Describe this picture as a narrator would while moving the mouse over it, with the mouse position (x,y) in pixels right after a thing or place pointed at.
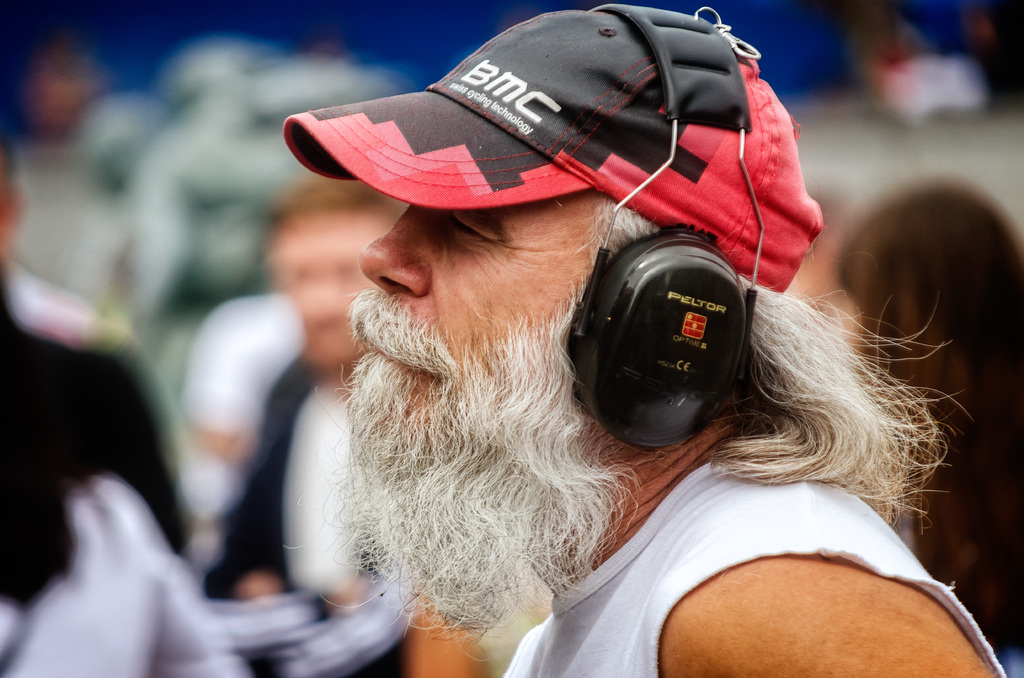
In this image in the front (458,369) there is a person (591,511) wearing headset (633,405) and a cap (510,149) and the background (221,210) is blurry.
